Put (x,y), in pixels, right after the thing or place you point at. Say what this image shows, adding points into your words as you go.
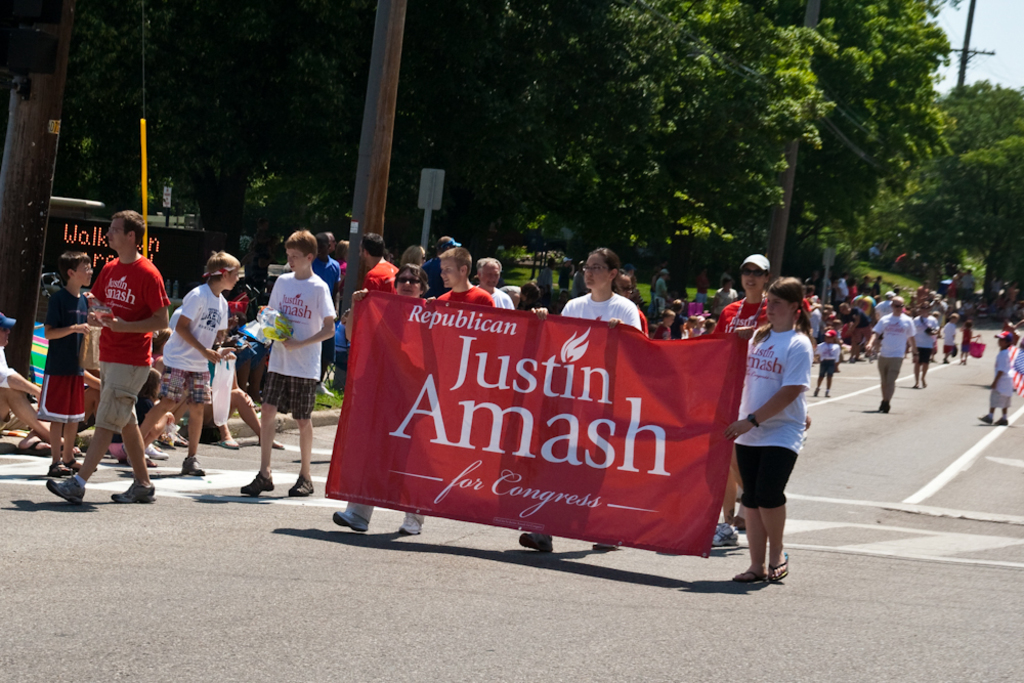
In this image I can see group of people (8,341) some are standing and some are walking holding a banner (350,422) and the banner (384,398) is in red color. Background (575,38) I can see few electric poles (19,110), trees (686,166) in green color and sky (977,44) in white color.
